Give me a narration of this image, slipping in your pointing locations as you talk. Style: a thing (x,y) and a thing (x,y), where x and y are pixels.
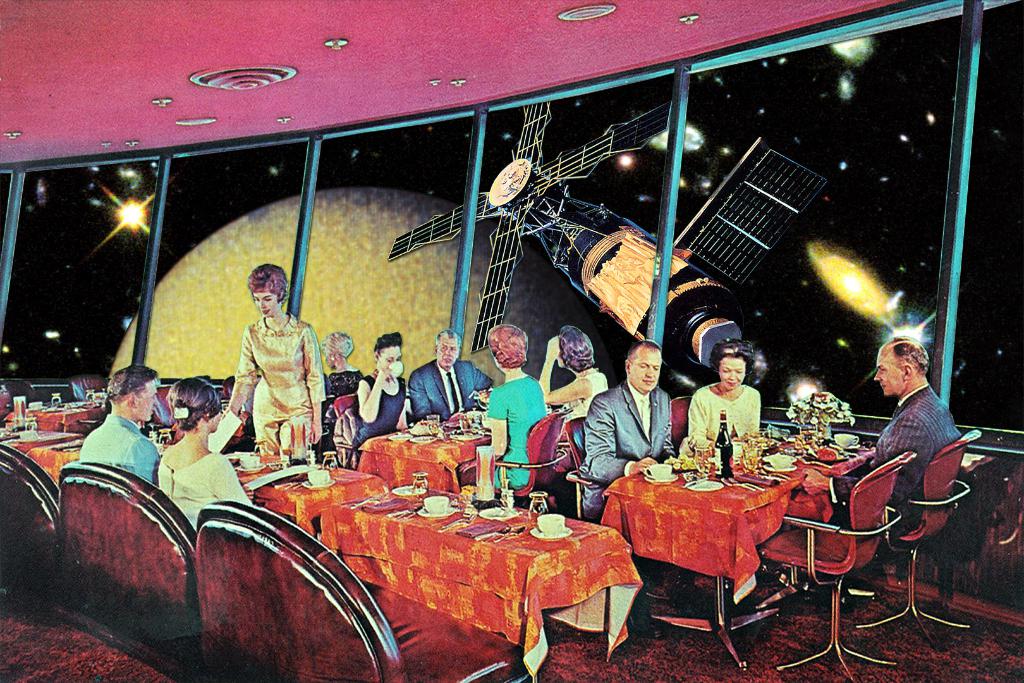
This is a painting of an image. In the image there are few people (221,452) sitting on the chairs (332,576) and in front of them there are table (462,562). On the tables (474,571) there are cups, bottles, plates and some other things (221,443). There is a lady (291,374) standing in the image. In the background (80,275) there are glass walls (85,291). Behind them there are satellite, stars (130,219), moon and planets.
